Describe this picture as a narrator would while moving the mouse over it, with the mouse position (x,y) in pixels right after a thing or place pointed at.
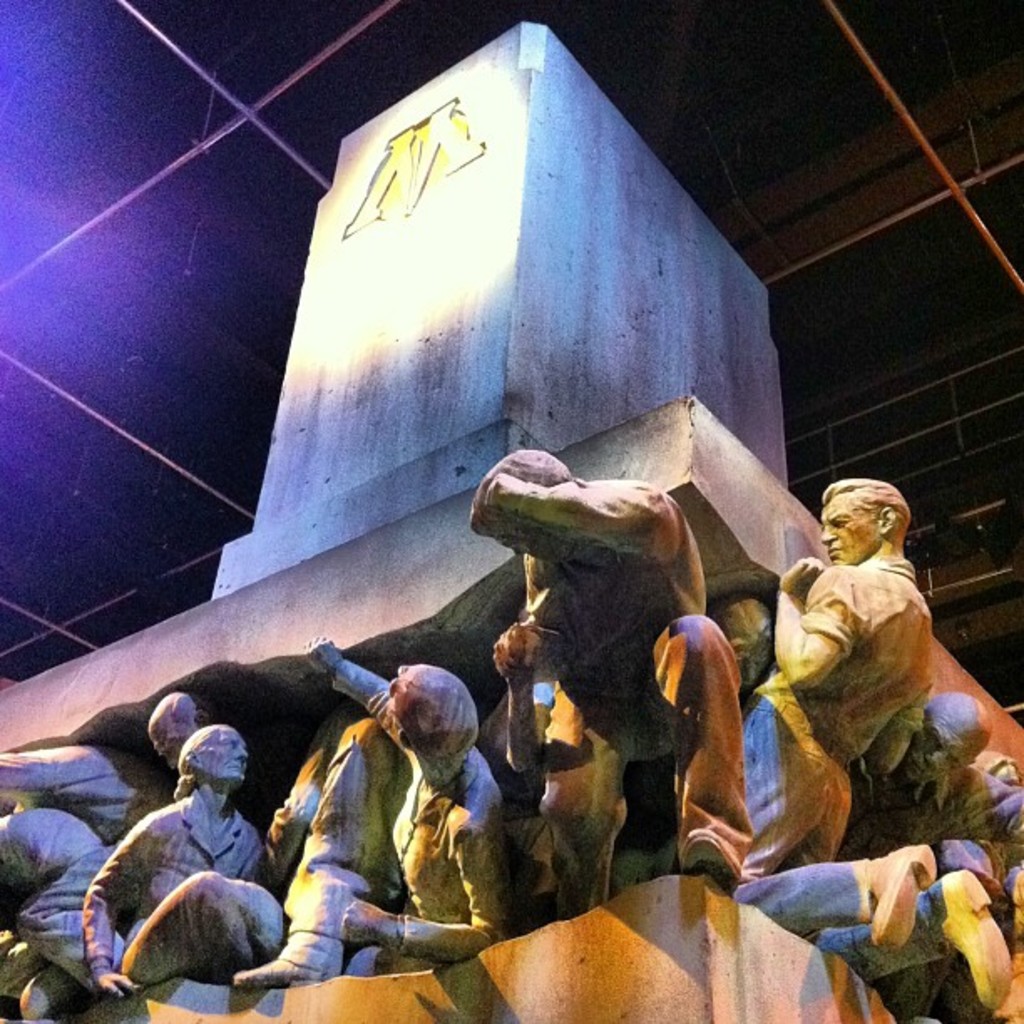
Here we can see sculptures (688,784).
